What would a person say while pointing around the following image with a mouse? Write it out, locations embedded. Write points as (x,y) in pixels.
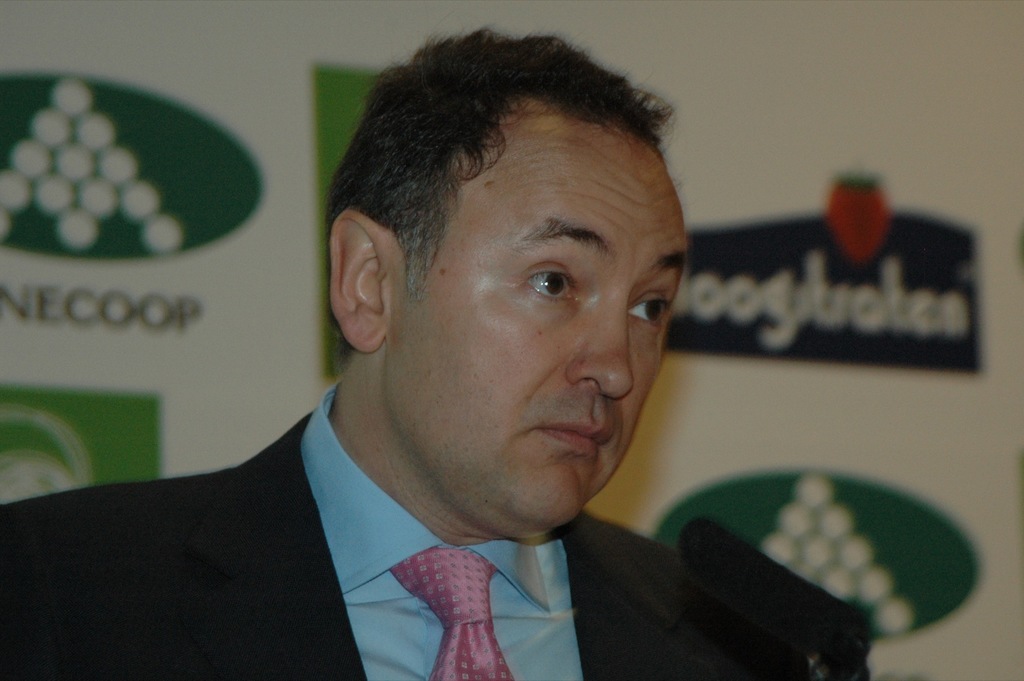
In this picture we can observe a man (441,403). He is wearing coat (216,594), shirt (356,592) and a tie (433,581). In front of him there is a mic (718,554). In the background (238,224) we can observe poster (803,274).
